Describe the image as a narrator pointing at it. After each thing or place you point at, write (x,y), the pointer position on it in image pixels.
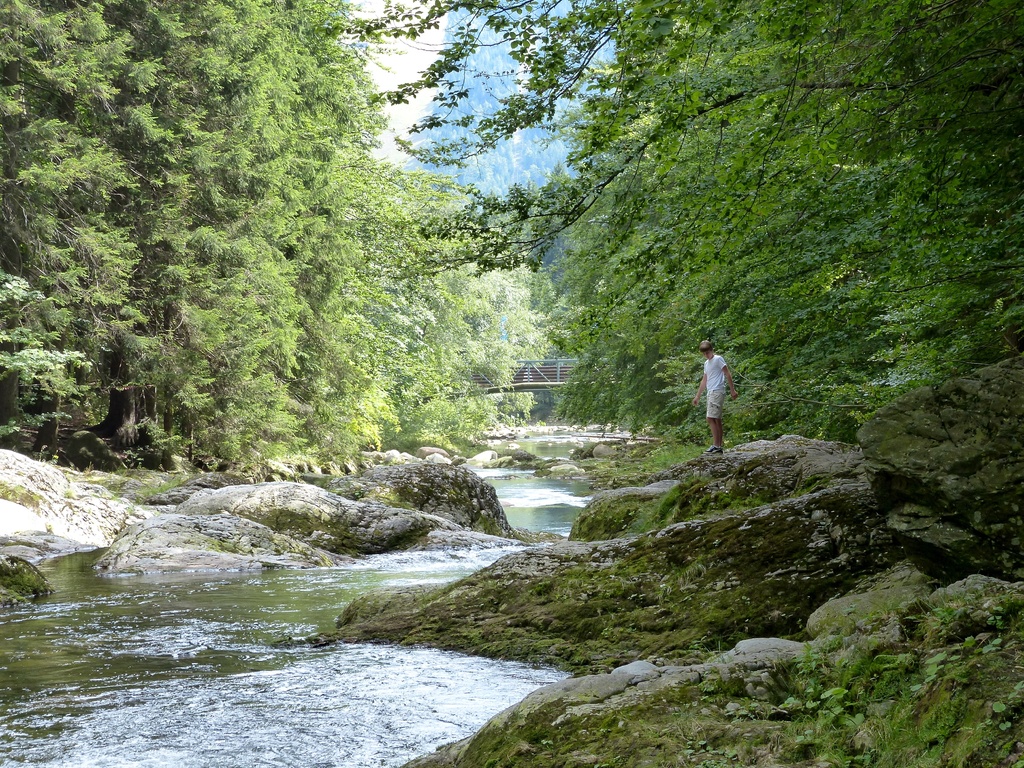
In this image there is the water (201,667) flowing in the center (517,498). On the either sides of the water (276,629) there are rocks (442,498) and trees (741,351). To the right (719,428) there is a man (734,397) standing on a rock (697,519). There is a bridge (514,381) across of the water (162,691). In the background (427,186) there are trees (468,142). At the top (395,90) there is the sky (398,155). There is algae (591,590) on the rocks (578,523).
